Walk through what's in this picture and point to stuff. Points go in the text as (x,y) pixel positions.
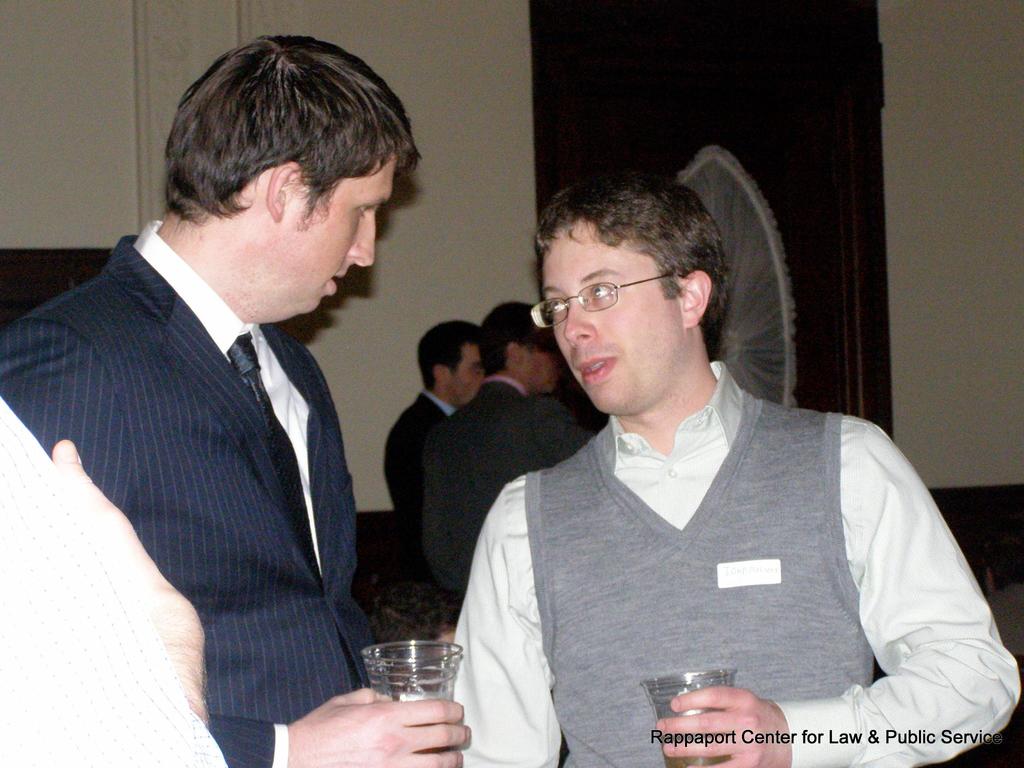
In this image we can see this person (235,540) wearing a blazer (235,540) and tie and this person (694,483) wearing shirt (667,483), jacket (579,624) and spectacles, are holding glasses (671,760) with drinks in it in their hands (741,706). In the background (405,431), we can see a few more people (461,420) wearing blazers (526,471) are standing and we can see the wall (491,74). Here we can see some text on the bottom right side of the image (979,732).
